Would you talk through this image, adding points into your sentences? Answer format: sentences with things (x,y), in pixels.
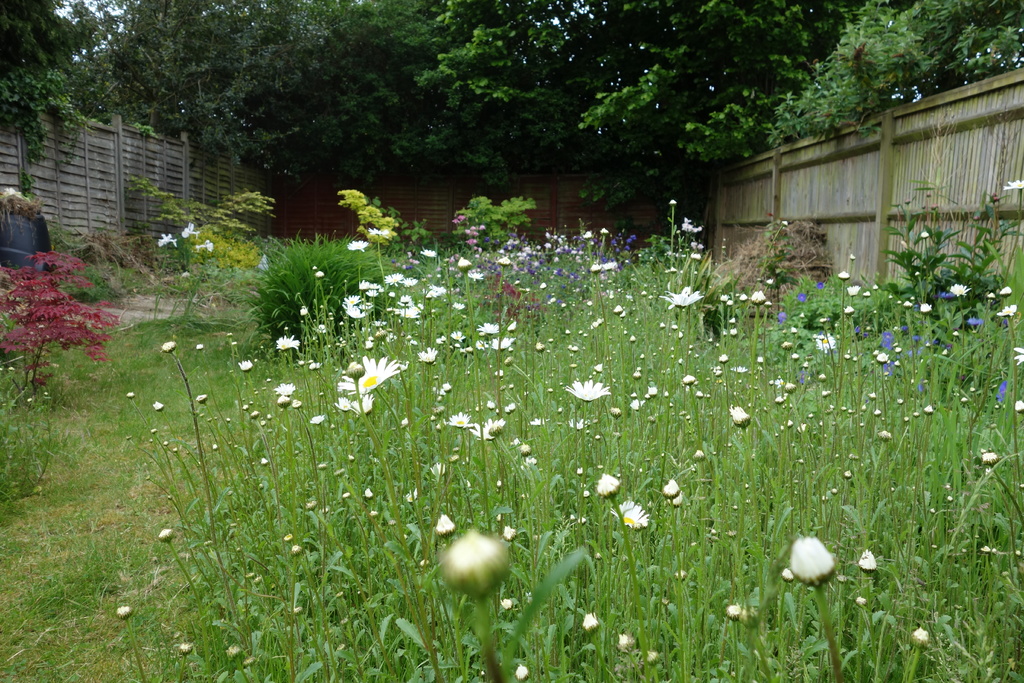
In this image there are plants (577,457) with different color flowers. There is fencing (113,143) on either side of the plants (961,249). At the top (497,57) there are trees (452,57).
